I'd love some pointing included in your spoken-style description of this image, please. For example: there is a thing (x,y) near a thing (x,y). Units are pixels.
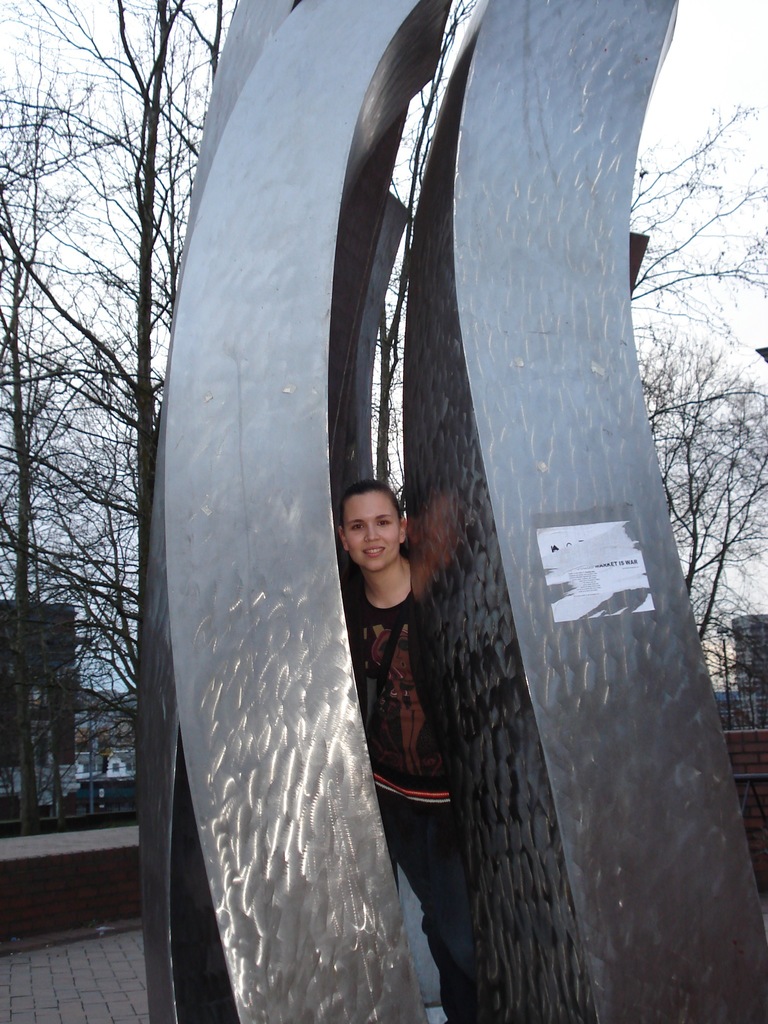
In this image there are four pillars (432,262), in between the pillar (337,480) there is a women (366,516), standing in the background (71,408) there is a tree (26,457) and a sky (714,90).
